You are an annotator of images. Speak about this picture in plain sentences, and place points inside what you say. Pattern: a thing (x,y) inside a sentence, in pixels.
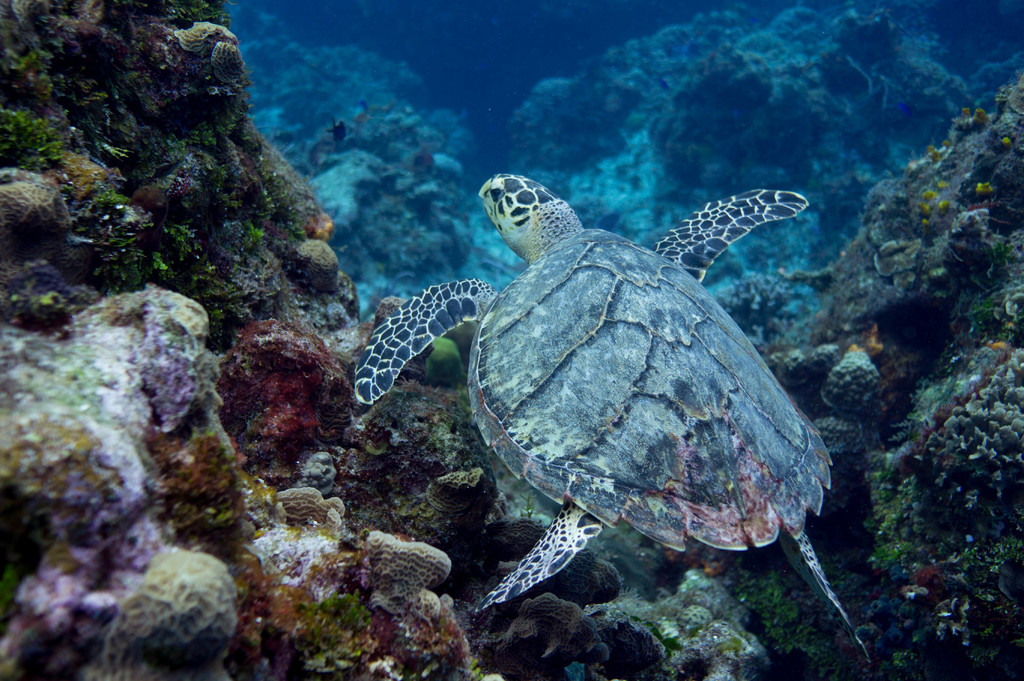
In this image, we can see a tortoise (496,405) and rocks (437,496) in the water (567,196).
